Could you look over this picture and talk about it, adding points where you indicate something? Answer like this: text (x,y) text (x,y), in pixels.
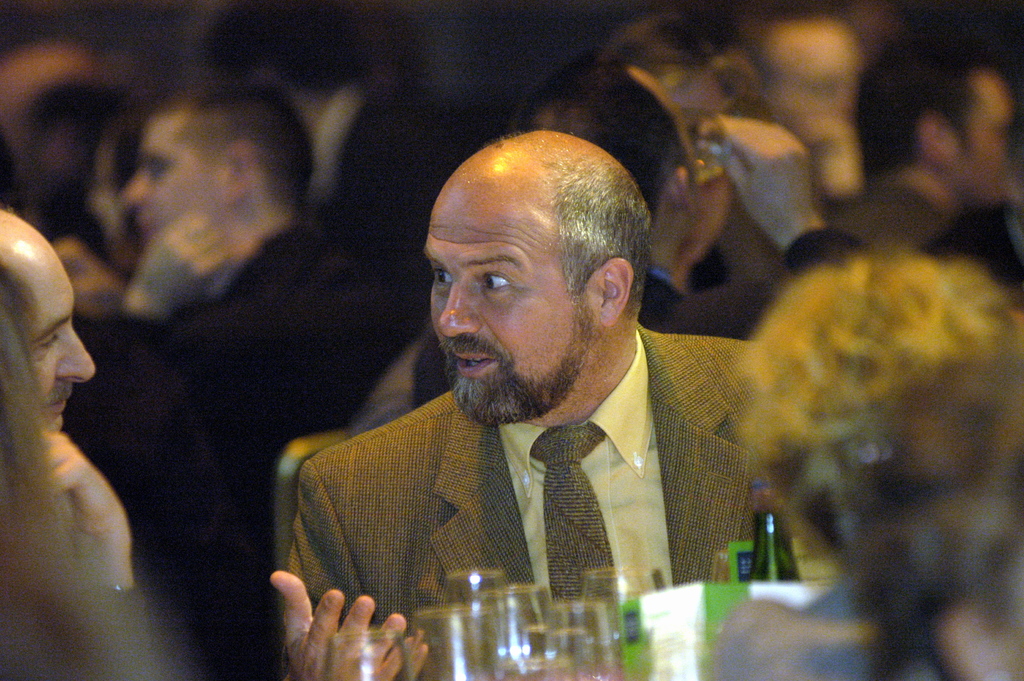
In this image I can see some people (700,471). I can see some glasses (461,625).
